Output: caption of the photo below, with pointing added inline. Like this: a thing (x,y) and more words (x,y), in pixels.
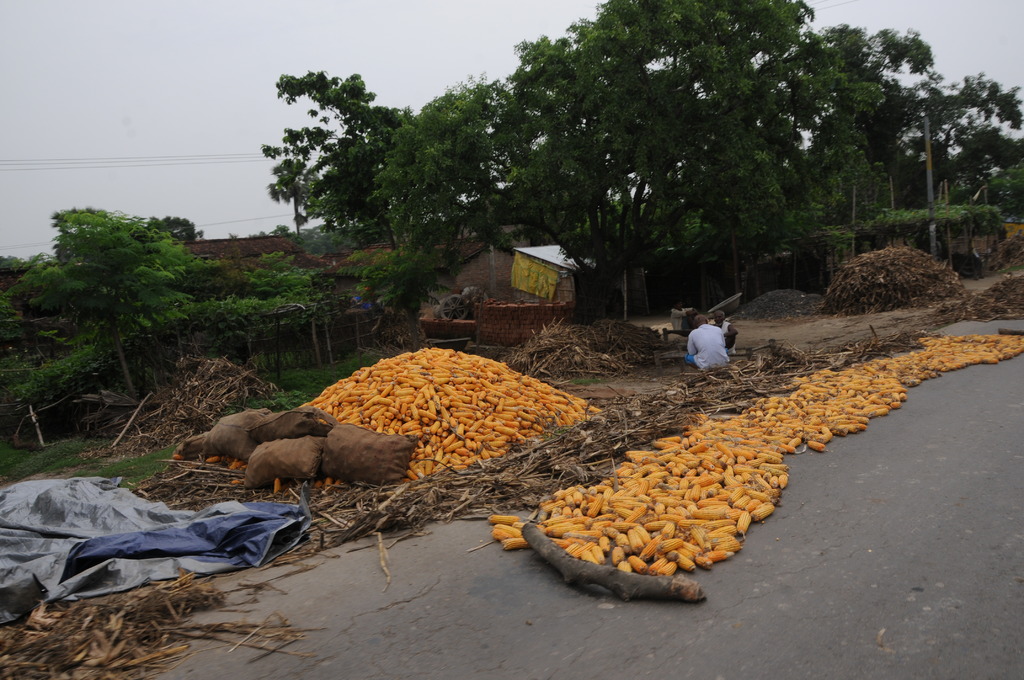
In this image, we can see some trees (558,175) and corns (412,405). There is a tarpaulin (63,532) in the bottom left of the image (81,530). There are roof houses (237,252) and wooden waste (561,357) in the middle of the image (634,442). There is a road (735,565) at the bottom of the image (536,613). At the top of the image (403,42), we can see the sky (408,26).
